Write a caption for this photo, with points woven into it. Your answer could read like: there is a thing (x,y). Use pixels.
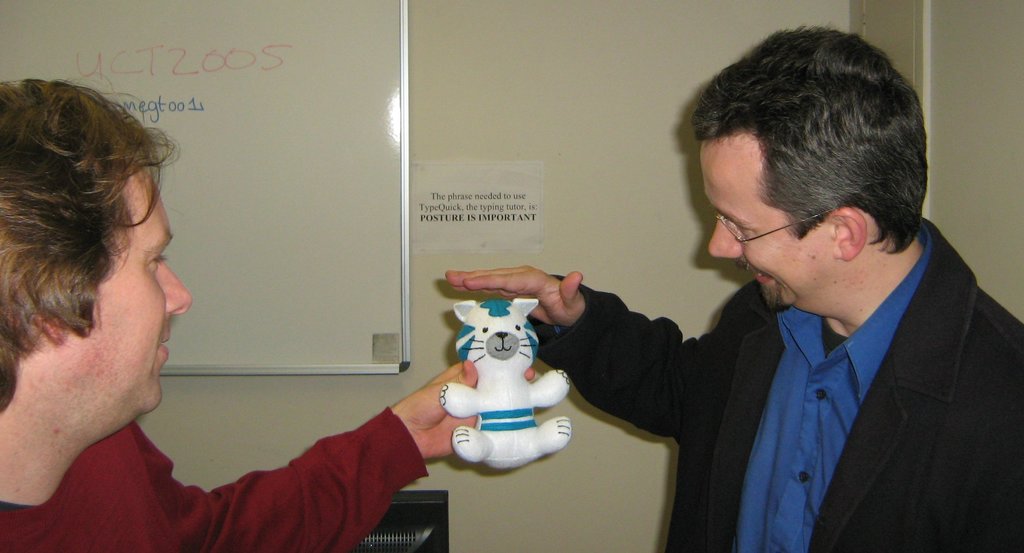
In this image there are people (774,349) standing and a person (446,417) is holding a toy (476,407) in his hand (472,373), in the background (512,11) there is a wall (491,11), for that wall (312,391) there is a white board (364,203).
